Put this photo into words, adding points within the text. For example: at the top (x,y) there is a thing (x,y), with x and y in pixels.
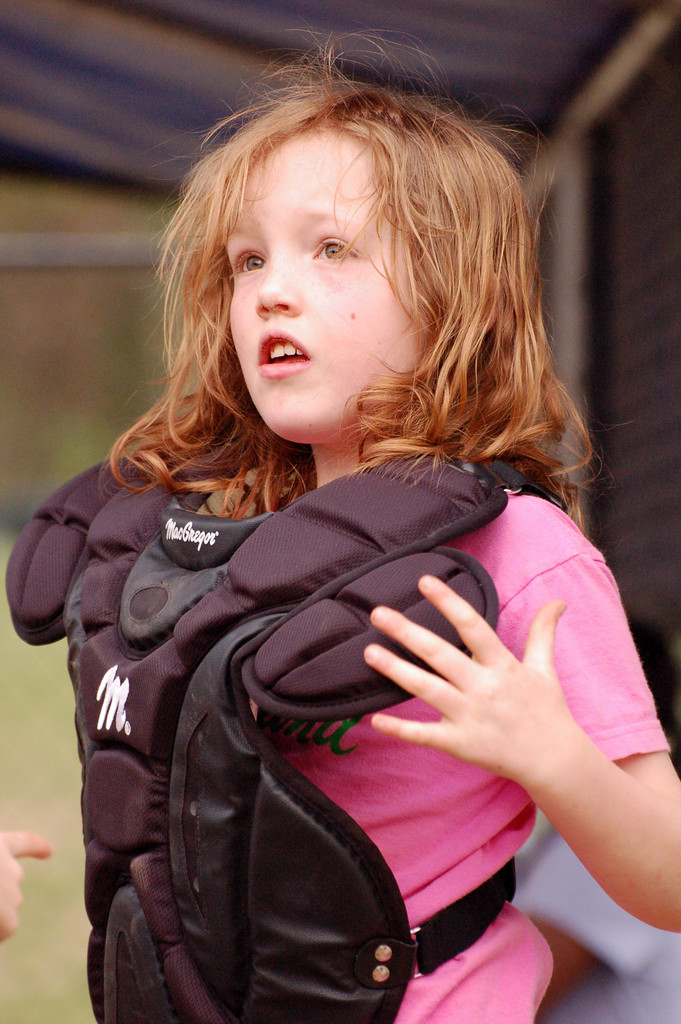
This picture shows a girl (480,407) standing. She wore a chest protector (264,881). The chest protector (383,486) is black in color and girl (429,648) wore pink color t-shirt (523,563).
